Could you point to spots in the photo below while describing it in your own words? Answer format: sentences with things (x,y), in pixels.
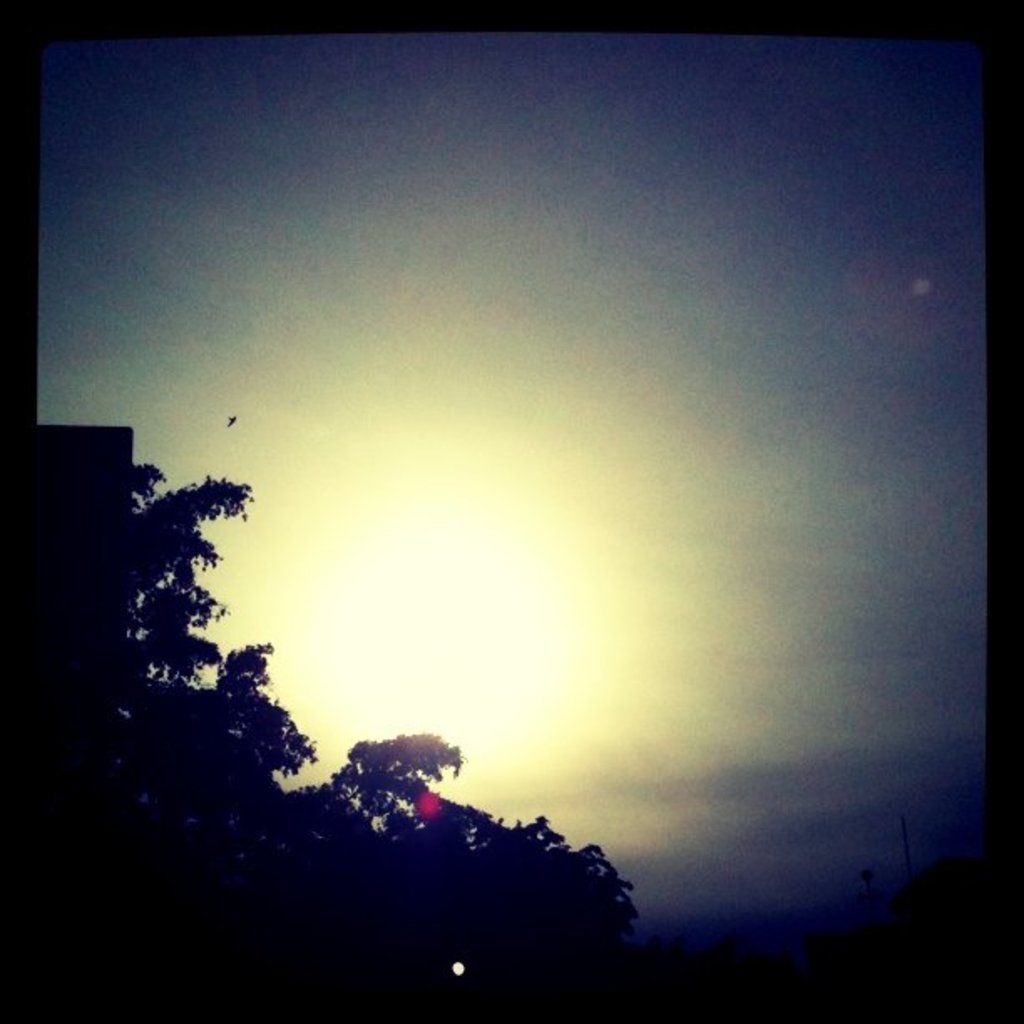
In the image there are trees (308,847) on the left side (227,762) and above its sky (663,731).
